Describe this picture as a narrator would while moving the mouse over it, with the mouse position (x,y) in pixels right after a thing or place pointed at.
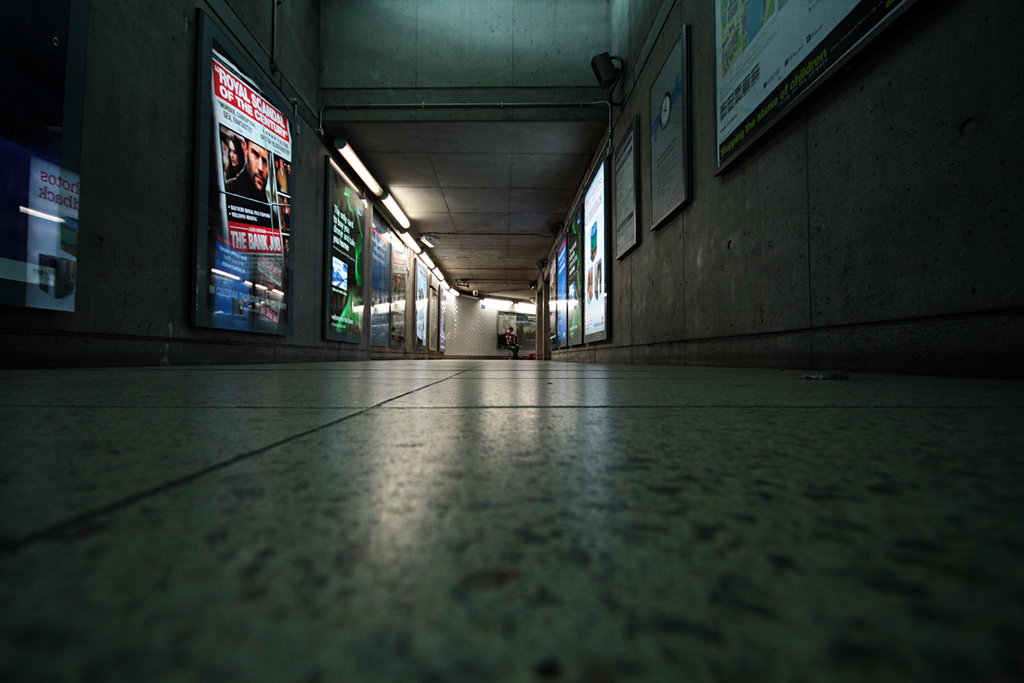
In this image I can see the building (656,245). I can see many boards (528,337) and lights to the wall (641,253).
